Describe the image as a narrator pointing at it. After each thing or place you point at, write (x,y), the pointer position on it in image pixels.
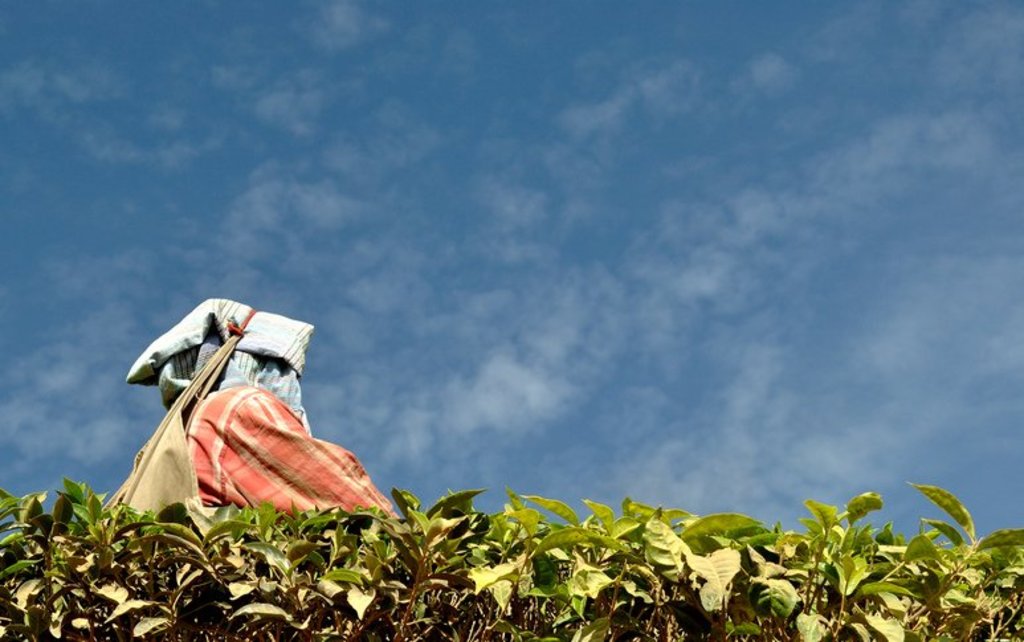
In the picture I can see plants (322,602), clothes (216,504) and some other objects (182,435). In the background (562,263) I can see the sky (601,273).
